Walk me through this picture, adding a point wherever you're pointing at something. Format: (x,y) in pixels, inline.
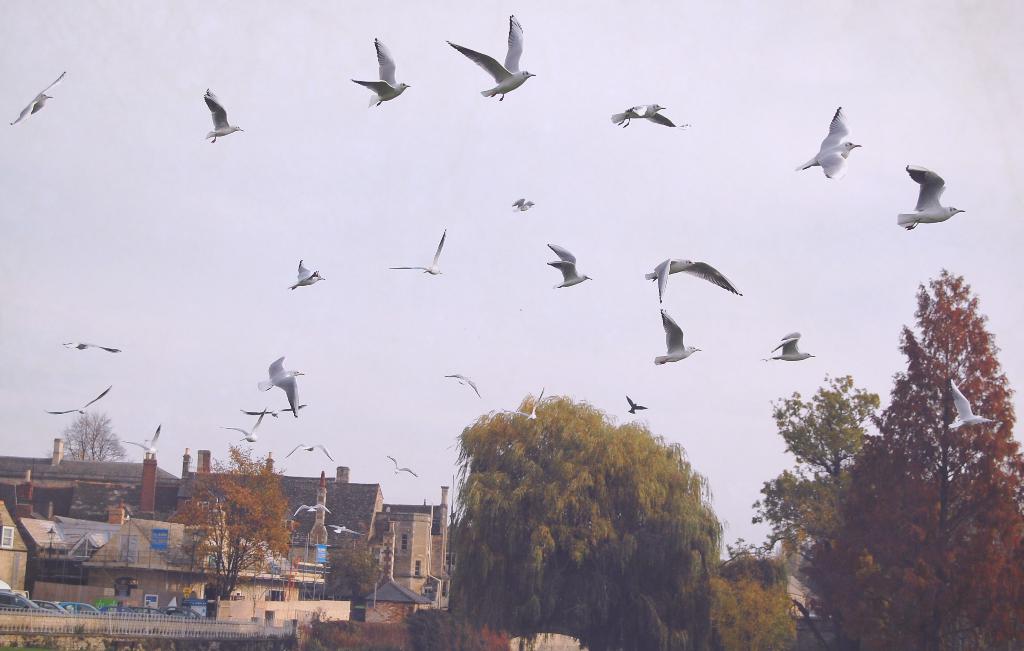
In this image I can see few buildings (341,489), fencing (126,624), vehicles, trees (497,563) and few birds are flying. The sky (744,121) is in white color.
